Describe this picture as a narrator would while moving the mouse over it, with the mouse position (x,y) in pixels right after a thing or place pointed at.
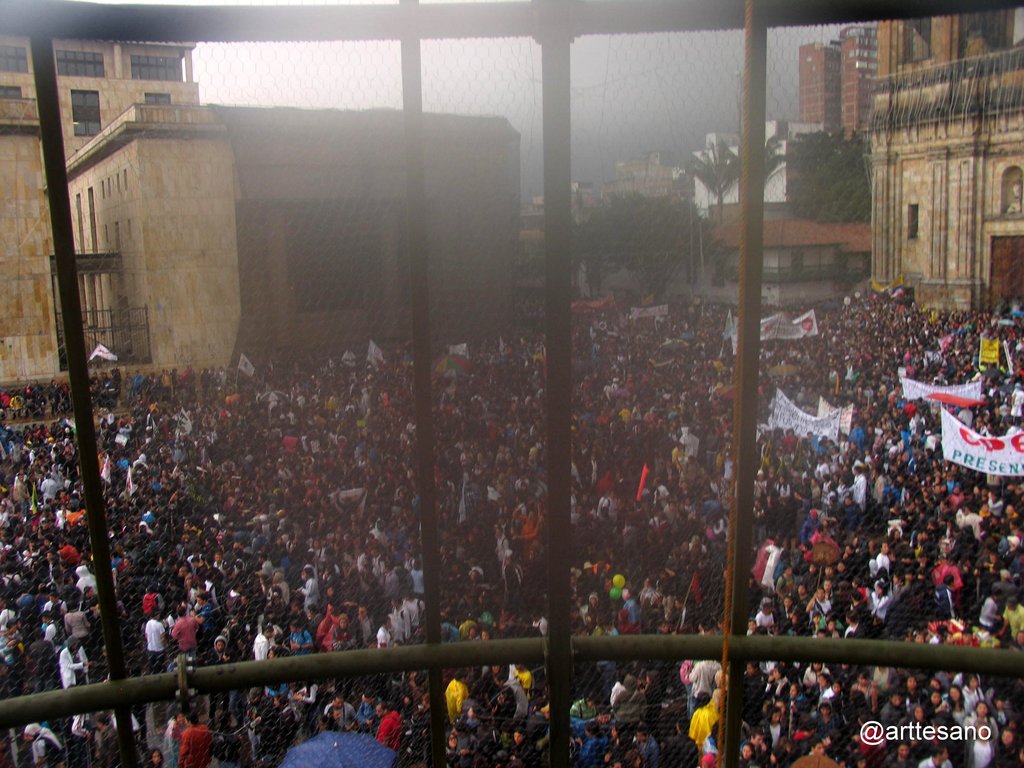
This image is taken from the top. At the top (548,202) there is fence (551,163) which is covered by the grill (398,105). At the bottom (892,527) there are so many people (859,389) who are standing on the floor (150,718). On the right side (889,433) there are few people (891,425) who are holding the banners (949,448). In the background (888,186) there are buildings (862,222). At the top (669,84) there is the sky (657,76).
